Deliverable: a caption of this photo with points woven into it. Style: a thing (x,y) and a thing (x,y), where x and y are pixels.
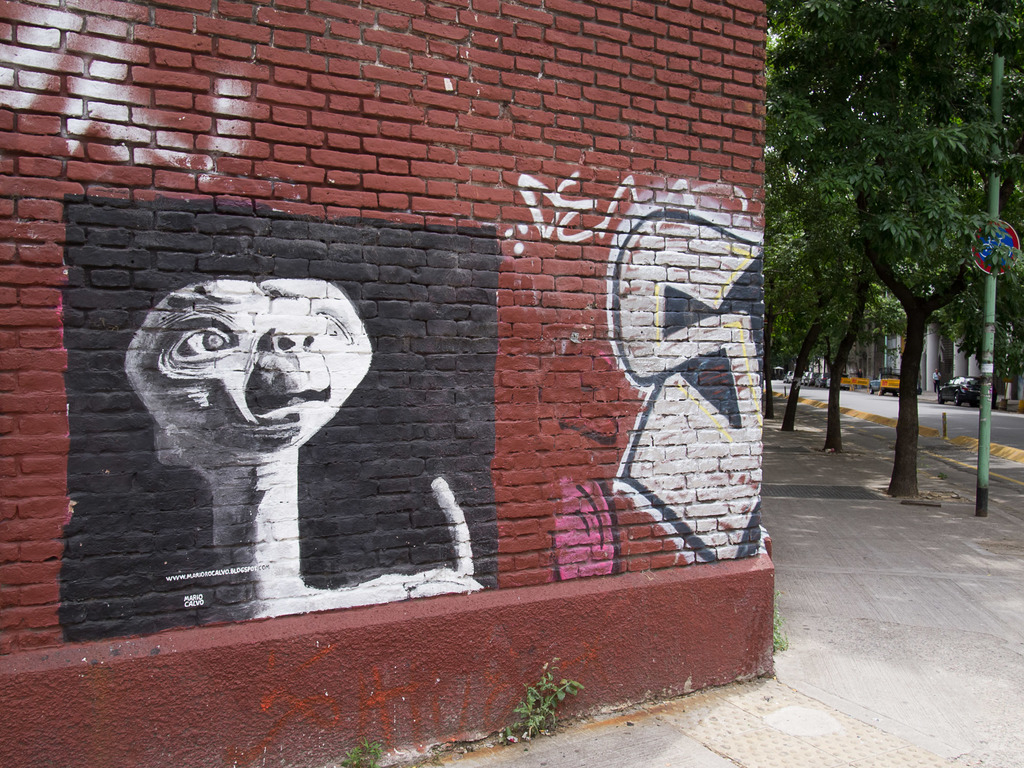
In this image I can see a red colour wall (438,660) in the front (558,367) and on it I can see graffiti (657,285). On the right side of this image (788,236) I can see few trees (844,237), a pole (995,104), a sign board (984,247), a road (961,423) and on it I can see number of vehicles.
